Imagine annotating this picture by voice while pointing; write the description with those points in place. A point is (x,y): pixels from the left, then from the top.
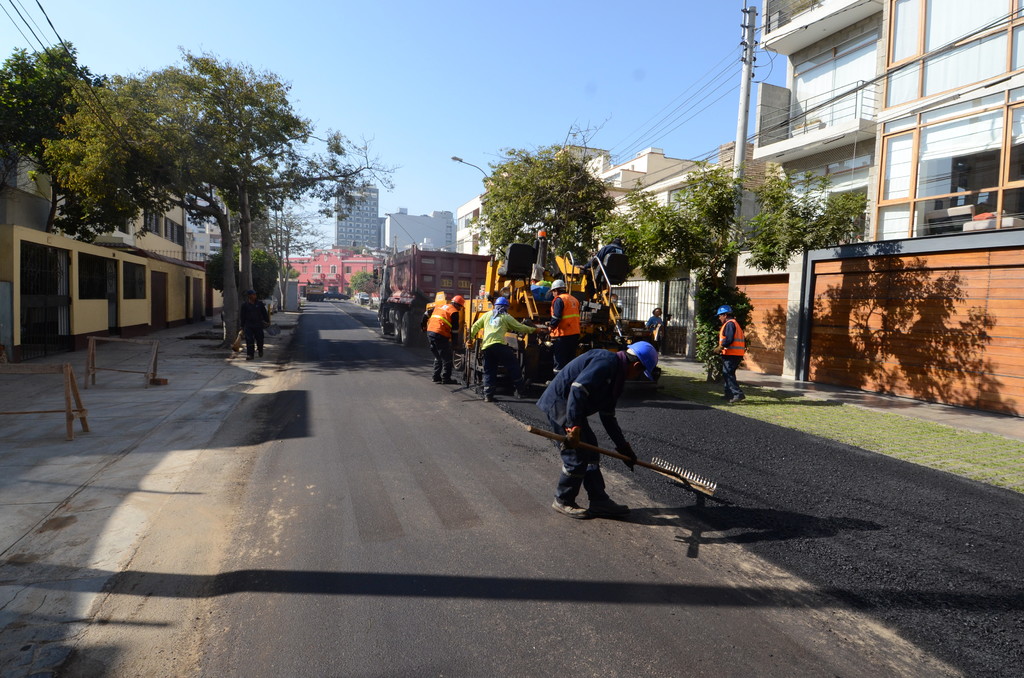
In this image in the front (561,402) there are persons (511,371). In the background (417,332) there are buildings (136,263), trees (632,255) and there are vehicles (408,281). On the left side (90,414) there are objects (69,380) which are made up of wood (69,396). On the right side (801,170) there is a building (877,226) and in front of the building (764,124) there is a pole (739,109) and there are wires (694,109).
